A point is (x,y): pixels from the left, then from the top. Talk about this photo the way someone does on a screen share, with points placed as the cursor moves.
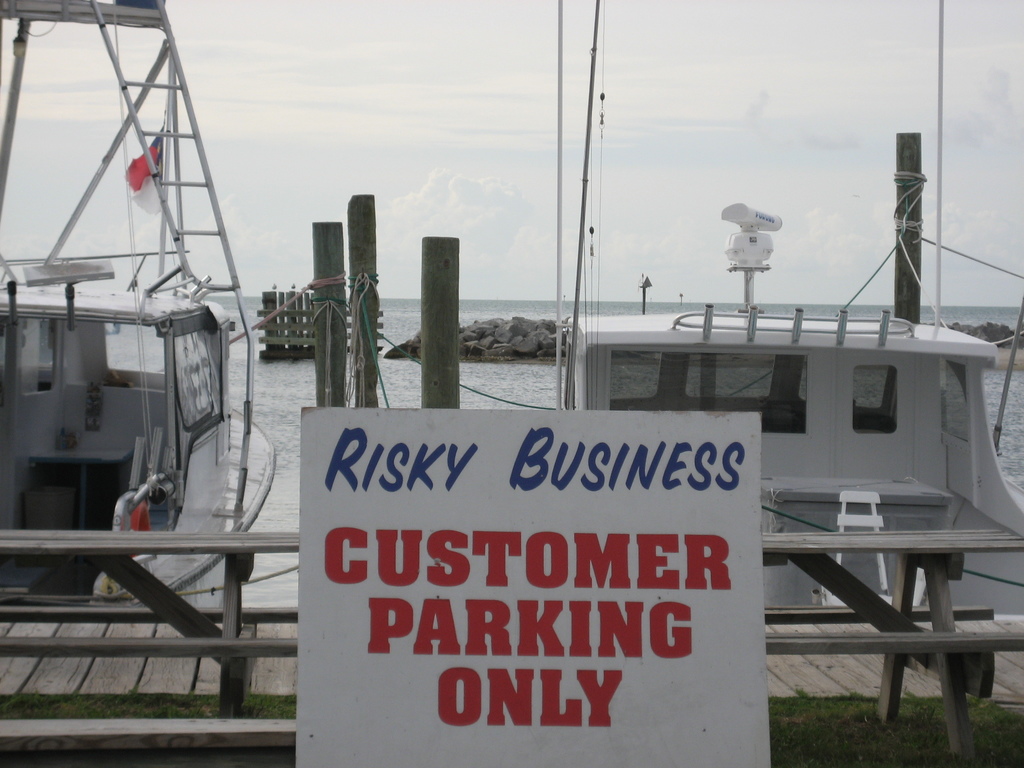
In the image we can see there are boats (69,373) in the water (288,435). Here we can see poles (371,376), rope (475,389) and the stones (491,343). We can even see the poster (514,565) and text (446,565) on it. Here we can see a fence (157,606), wooden footpath (195,663), grass (844,747) and the cloudy sky (779,88).
